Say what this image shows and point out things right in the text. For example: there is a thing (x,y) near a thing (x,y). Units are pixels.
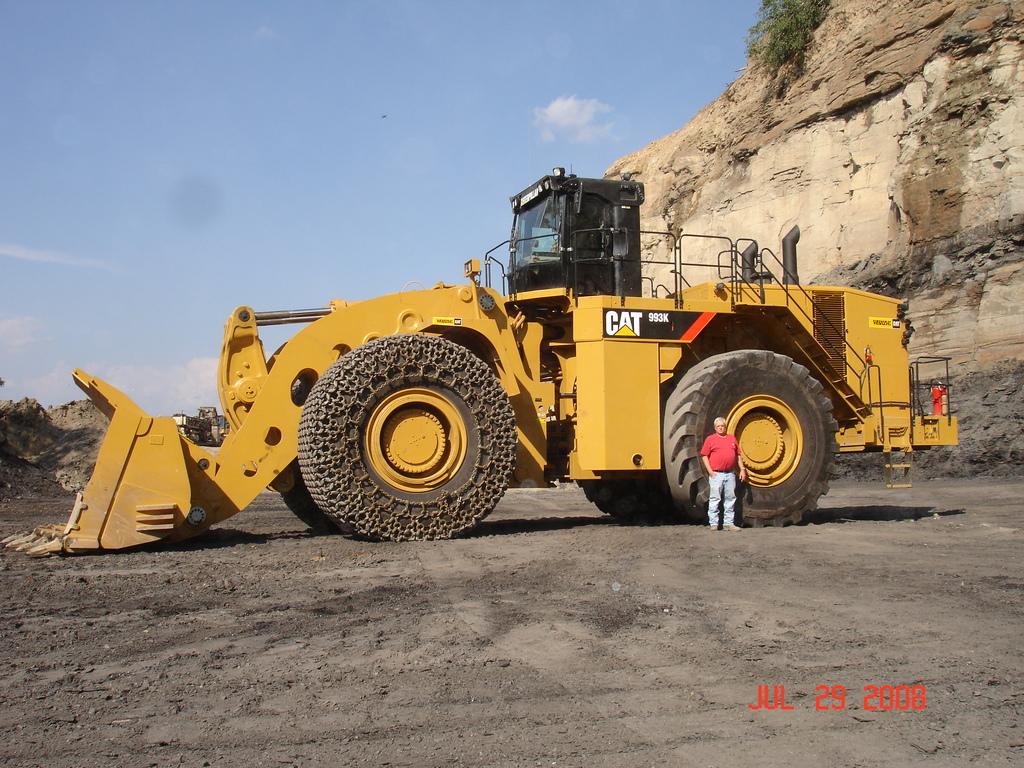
In this picture there is a loader (325,367) in the center of the image (588,390) and there is a man (715,526) on the right side of the image (731,525), there is a mountain (737,146) in the background area of the image (856,110).
